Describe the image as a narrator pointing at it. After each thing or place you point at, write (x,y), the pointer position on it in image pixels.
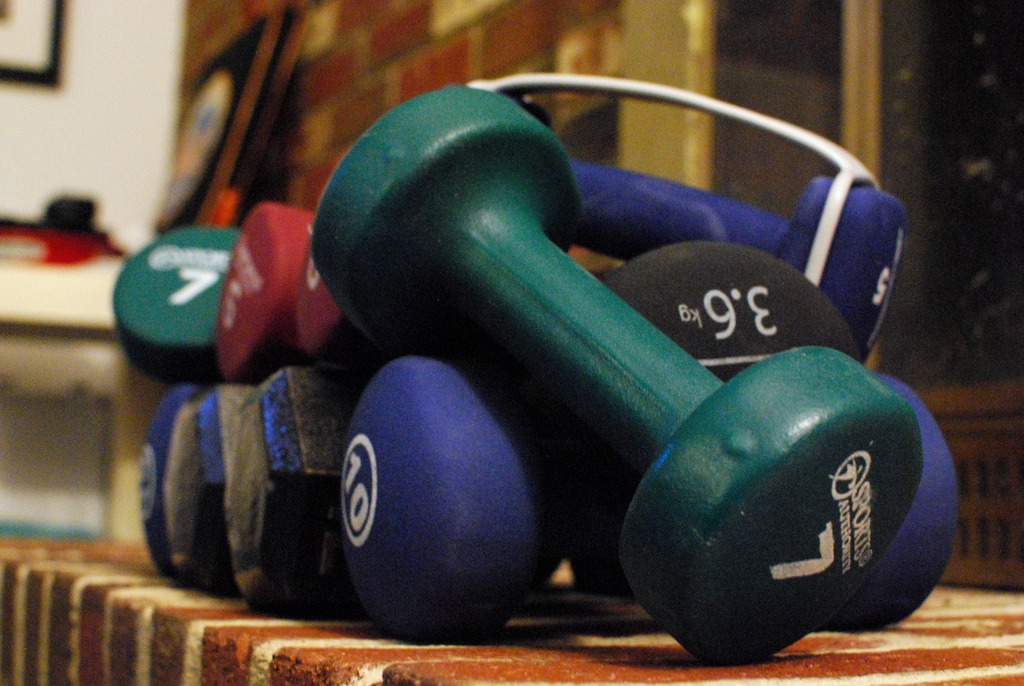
In this image we can see few object (687,560) and we see some text (814,565) on it. There are few objects (220,161) at the left side of the image (48,271). There is a photo (31,48) on the wall (16,115) at the top left most of the image (31,48).
